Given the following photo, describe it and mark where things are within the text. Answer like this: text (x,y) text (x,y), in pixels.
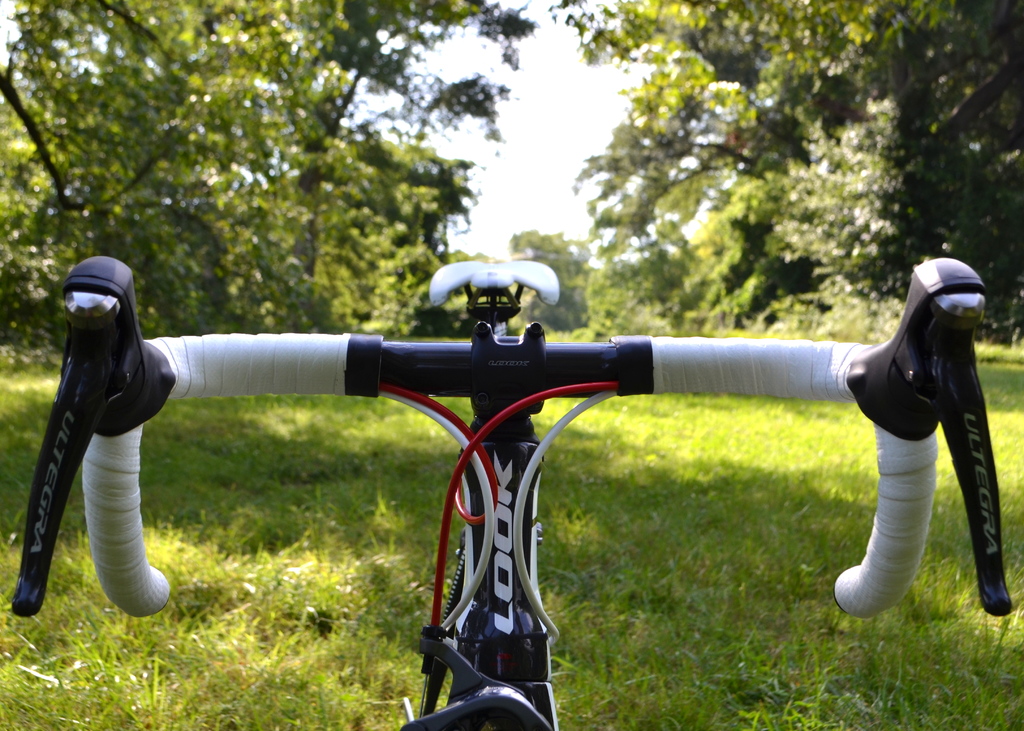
This is an outside view. At the bottom (127,504) there is a bicycle (526,448) and I can see the grass (631,546) on the ground (631,456). In the background (172,243) there are many trees (773,181). At the top of the image (558,124) I can see the sky (503,162).
